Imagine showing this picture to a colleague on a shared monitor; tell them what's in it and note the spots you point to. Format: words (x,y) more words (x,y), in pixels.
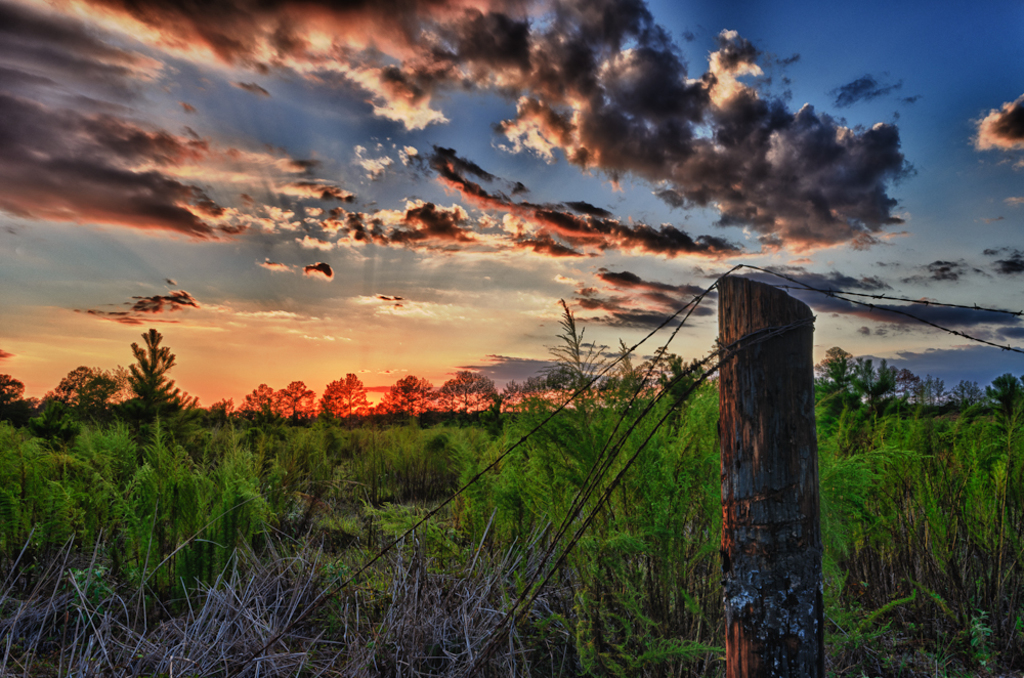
In this picture we can see a wooden bark (740,385), few plants (490,514), trees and clouds (615,176), and also we can see fencing cables (590,480).
